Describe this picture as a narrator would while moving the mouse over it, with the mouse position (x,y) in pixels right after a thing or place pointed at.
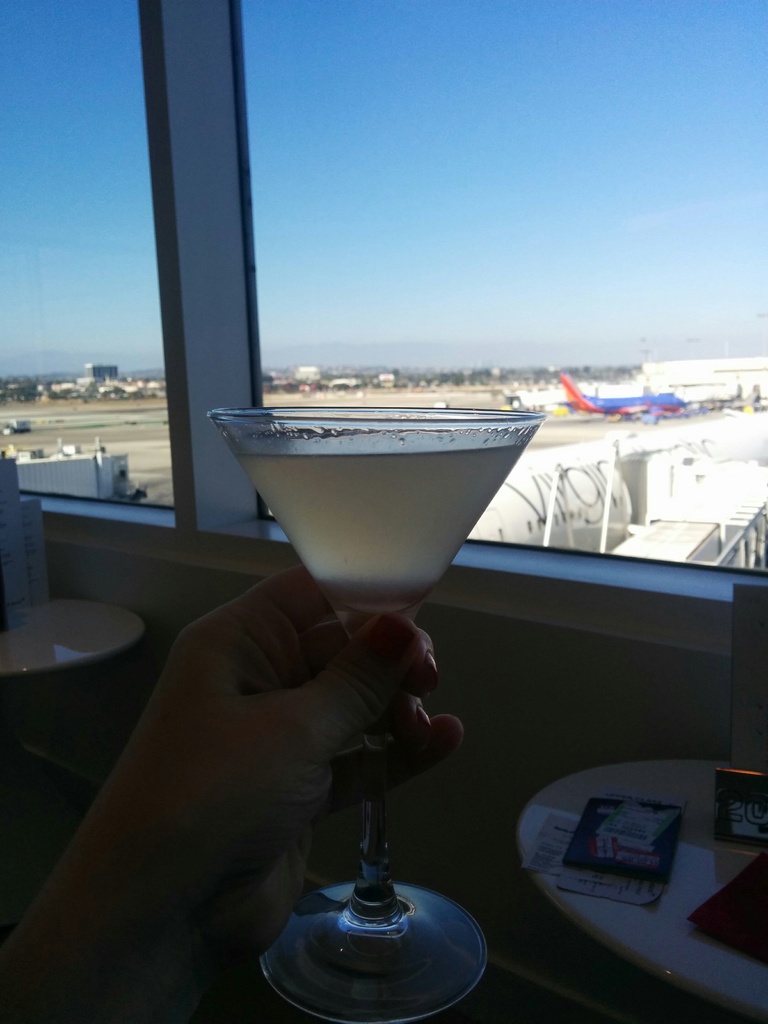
In this picture we can see a person's hand (229,896) is holding a glass (383,433), tables (738,850) with papers (548,865), some objects (592,869) on it and front the glass (345,601) we can see an airplane (637,402) on the ground (297,396), some objects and the sky (435,211).
